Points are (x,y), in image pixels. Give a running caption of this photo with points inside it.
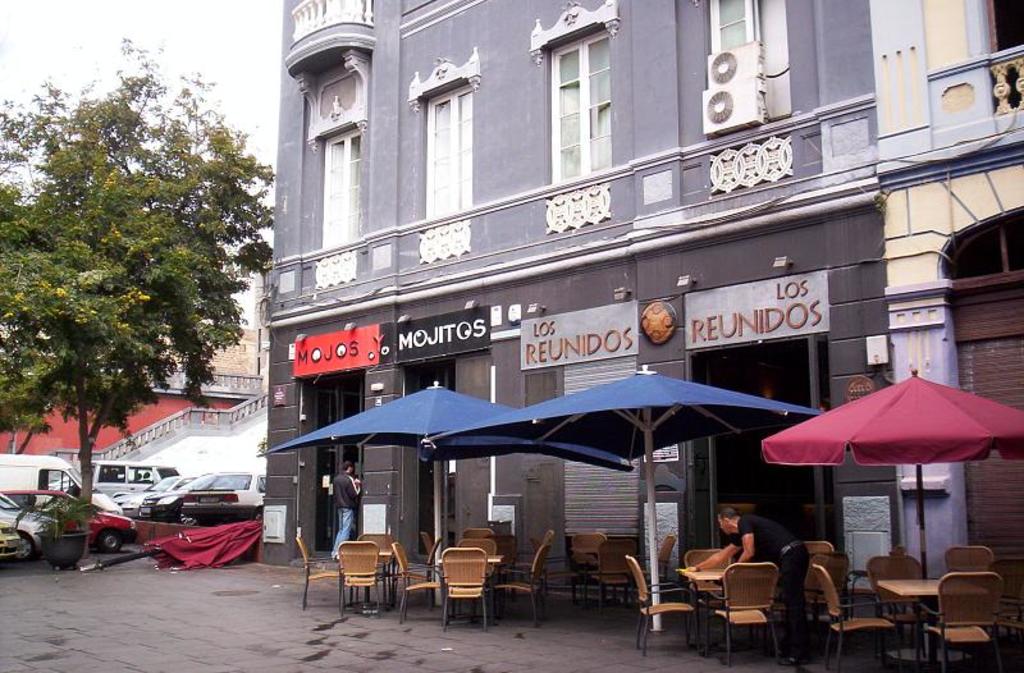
There are buildings (539,305) in this picture and some Windows (574,135) to those buildings (574,142). Under the buildings (446,493) there are some chairs (376,553) and tables (491,559). In the background (102,497) there are some trees (59,341), cars (173,497) and sky (98,86) here.
